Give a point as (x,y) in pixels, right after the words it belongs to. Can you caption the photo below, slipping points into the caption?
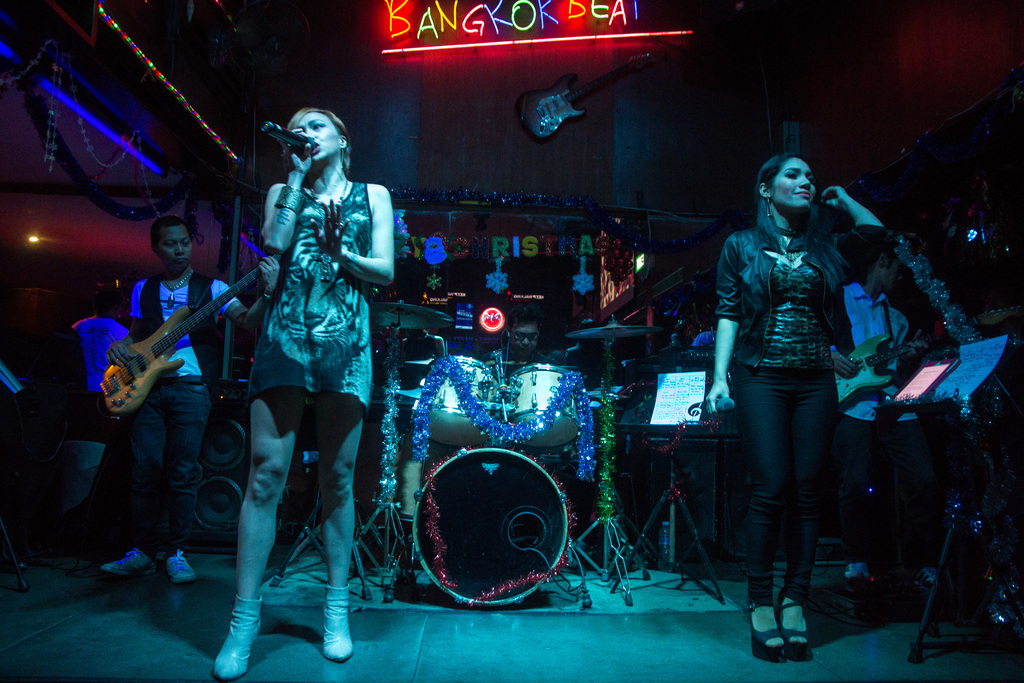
In this image, we can see people (861,276) and some are holding objects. In the background (490,15), we can see musical instruments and there are lights (415,48) and there are alphabets (434,34) with lights (457,29). At the bottom (423,627), there is a floor (423,627).
